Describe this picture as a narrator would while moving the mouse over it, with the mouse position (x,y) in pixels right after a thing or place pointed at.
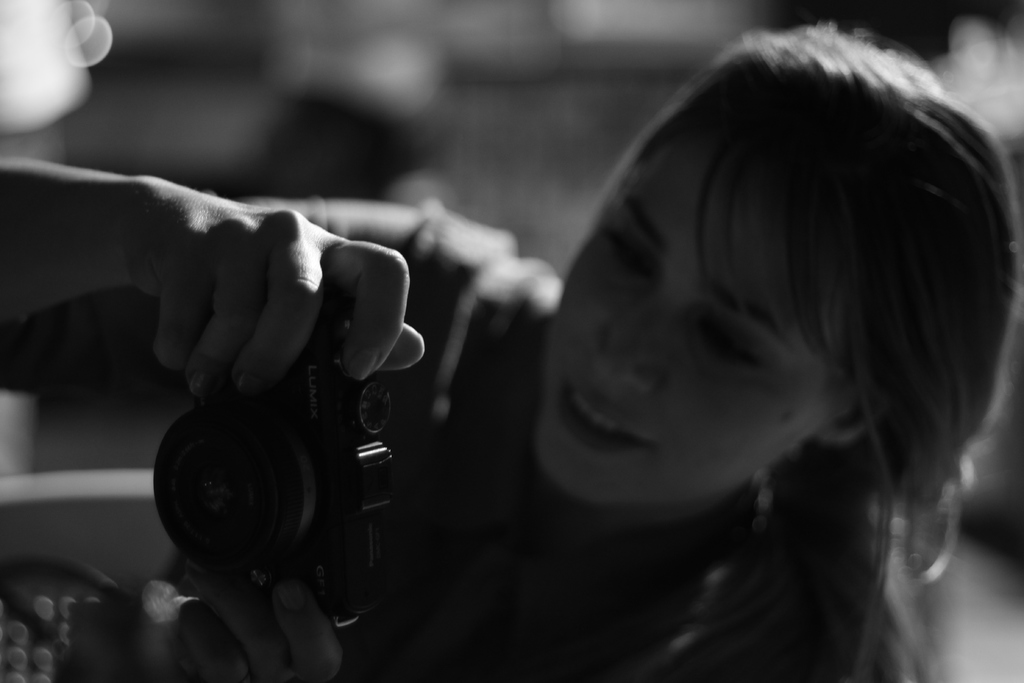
This is a black and white picture, in this picture we can see a woman (571,480) holding a camera (265,485).
